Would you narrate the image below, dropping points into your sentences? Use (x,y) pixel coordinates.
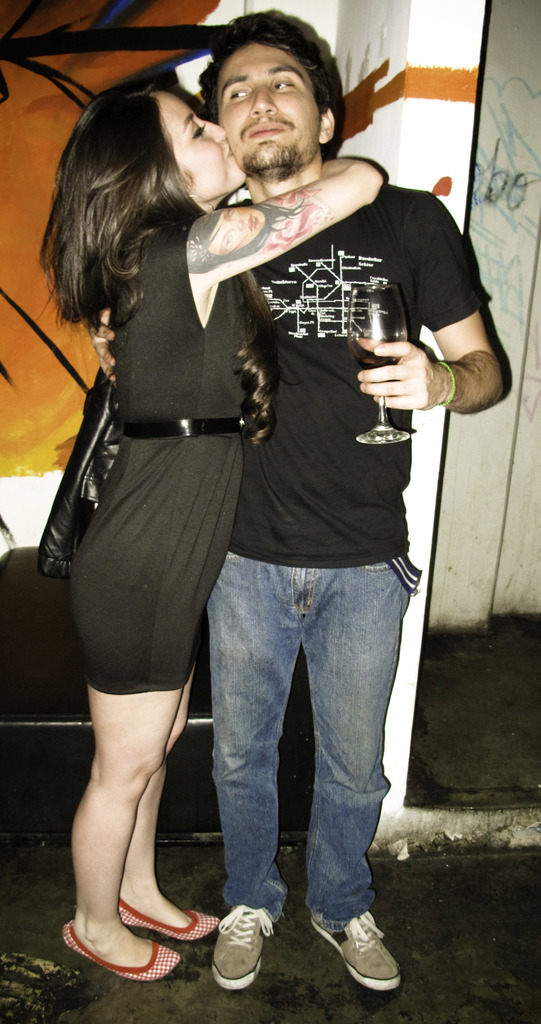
In this image we can see a man (308,355) and a woman (231,416). Man (339,351) is holding a glass (365,437) with a drink (386,361). Also there is a bag (83,445). In the back (62,118) there is a wall (460,459).
